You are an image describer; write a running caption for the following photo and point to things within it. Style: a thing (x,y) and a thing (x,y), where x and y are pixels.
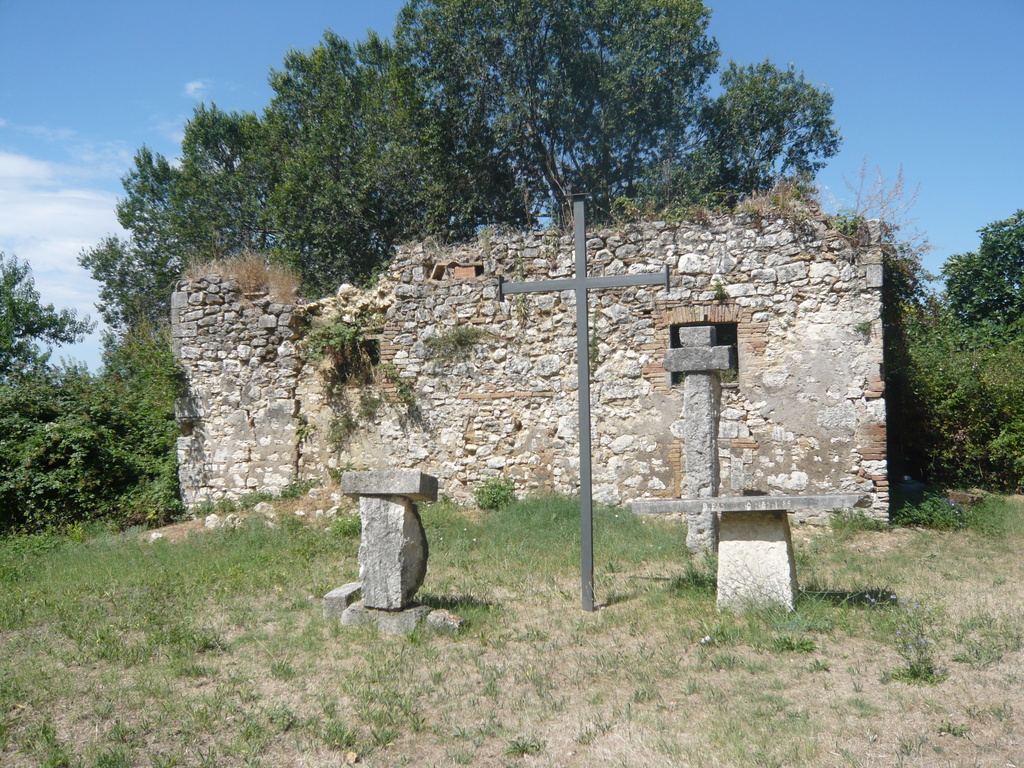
In this picture we can see there are rocks (772,534) and a pole (581,235) which is in the shape of a holy cross symbol. Behind the rocks (763,544) there is a wall (594,262), grass (579,587), trees (595,15) and the sky (211,43).
